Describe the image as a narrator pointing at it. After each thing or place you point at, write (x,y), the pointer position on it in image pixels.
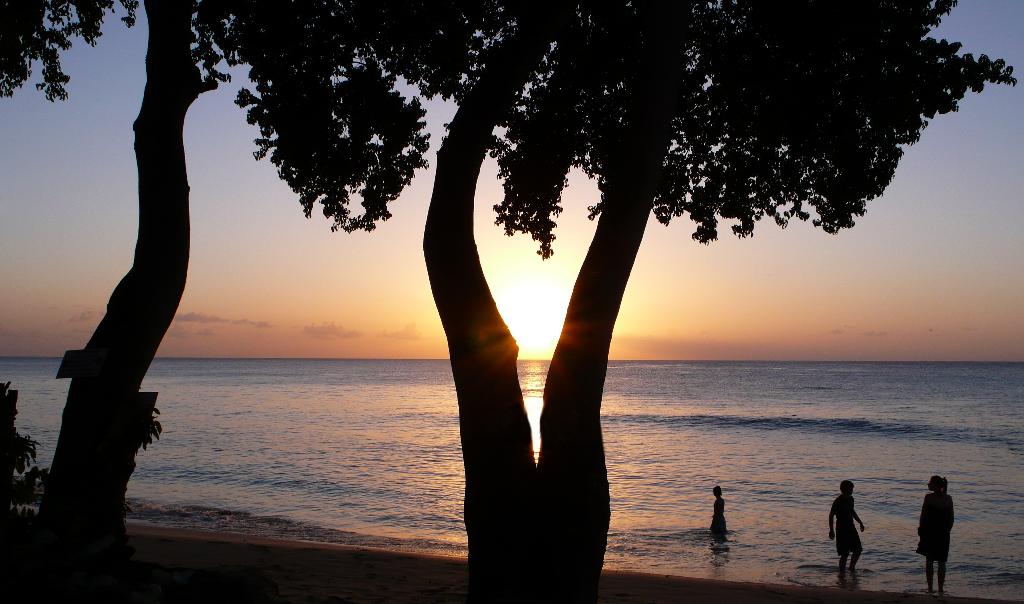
In this image, on the right side (938,562), we can see three persons (715,514) in the water (892,546), we can see the trees (172,248) and the sunset (754,241).
